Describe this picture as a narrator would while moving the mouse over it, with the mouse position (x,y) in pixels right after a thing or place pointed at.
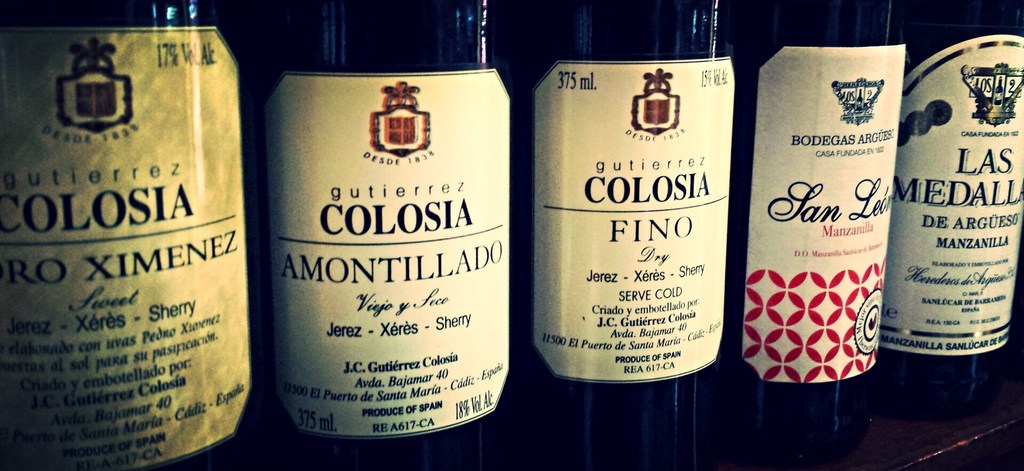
In this image, we can see some bottles (684,66) and we can see the stickers (112,105) on the bottles (279,422).
